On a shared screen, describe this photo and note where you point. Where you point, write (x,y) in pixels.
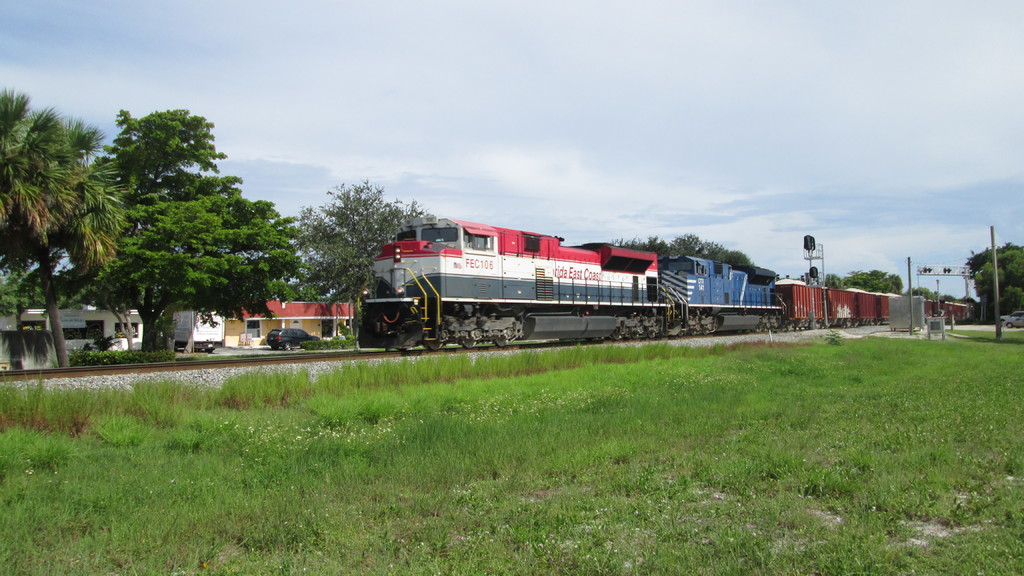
This is the train (530,326) on the rail track (607,342). These are the trees (351,245). I can see a truck (210,338) and a car (296,339) on the road (230,349). This is the grass (495,442). I think these are the poles (996,329). I can see the bushes (118,357). There are two buildings (273,311).
